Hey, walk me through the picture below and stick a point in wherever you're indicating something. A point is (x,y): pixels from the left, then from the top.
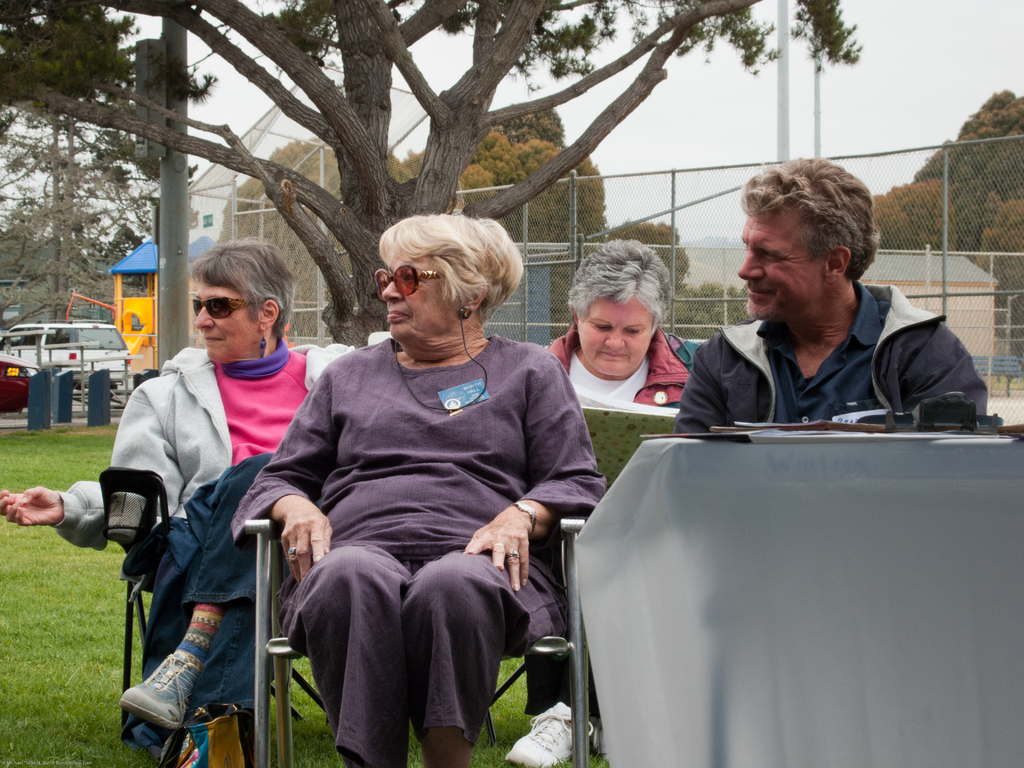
This image consists of four persons (518,530) sitting in the chairs (581,647). At the bottom (87,667), there is green grass (99,613). In the background (485,201), there is a fencing (260,197) along with the trees (280,195). On the left (108,341), there are vehicles (99,332) parked on the road (87,420). And we can see the dustbins (42,428).
